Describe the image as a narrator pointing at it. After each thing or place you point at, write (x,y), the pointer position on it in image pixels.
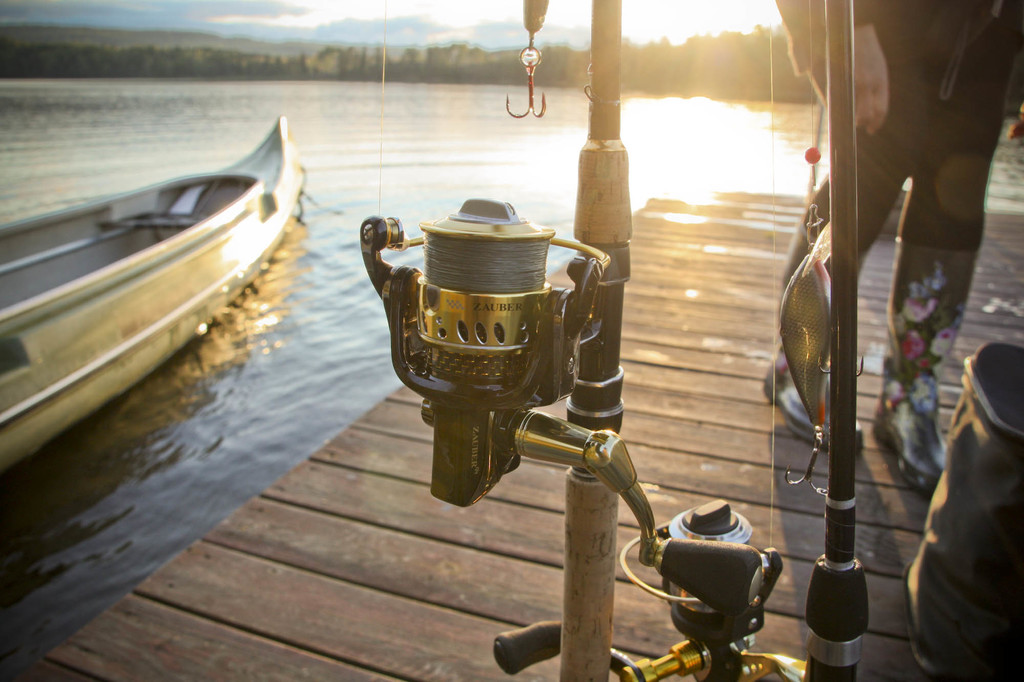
On the left side (111,254) there is a boat (135,303) in the water (244,306), on the right side (888,86) a person (1017,49) is walking on this wooden floor (416,577).
